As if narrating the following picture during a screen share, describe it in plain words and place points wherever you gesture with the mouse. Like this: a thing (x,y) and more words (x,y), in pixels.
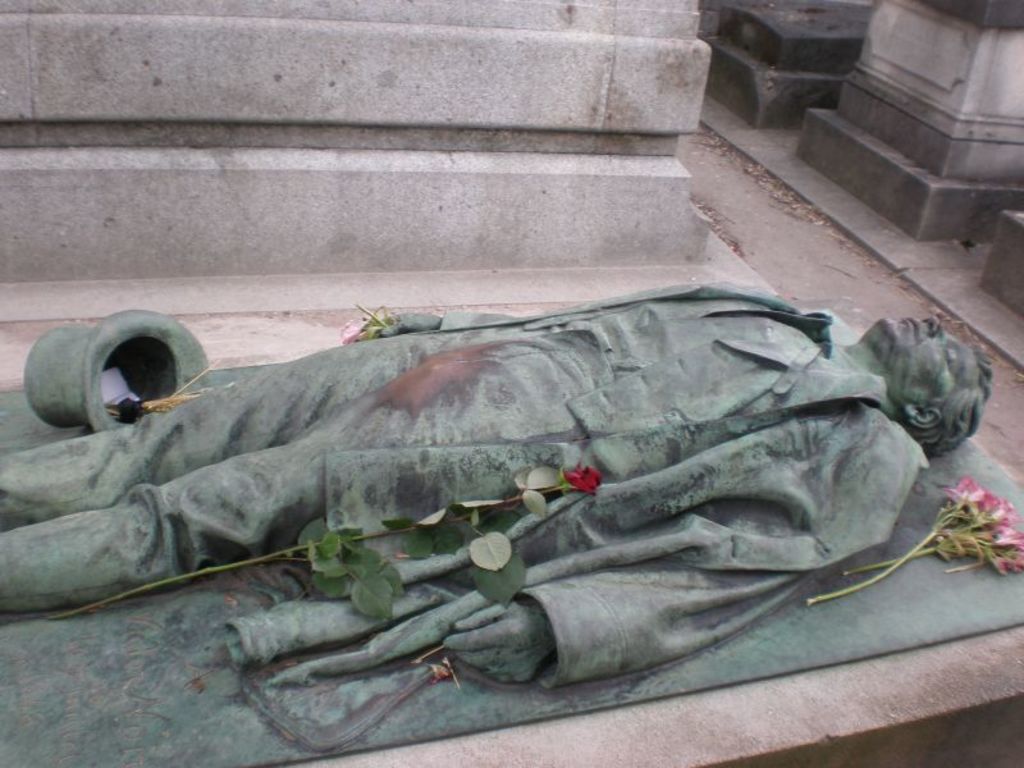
Here we can see a sculpture (728,546) and there are flowers (459,507).
